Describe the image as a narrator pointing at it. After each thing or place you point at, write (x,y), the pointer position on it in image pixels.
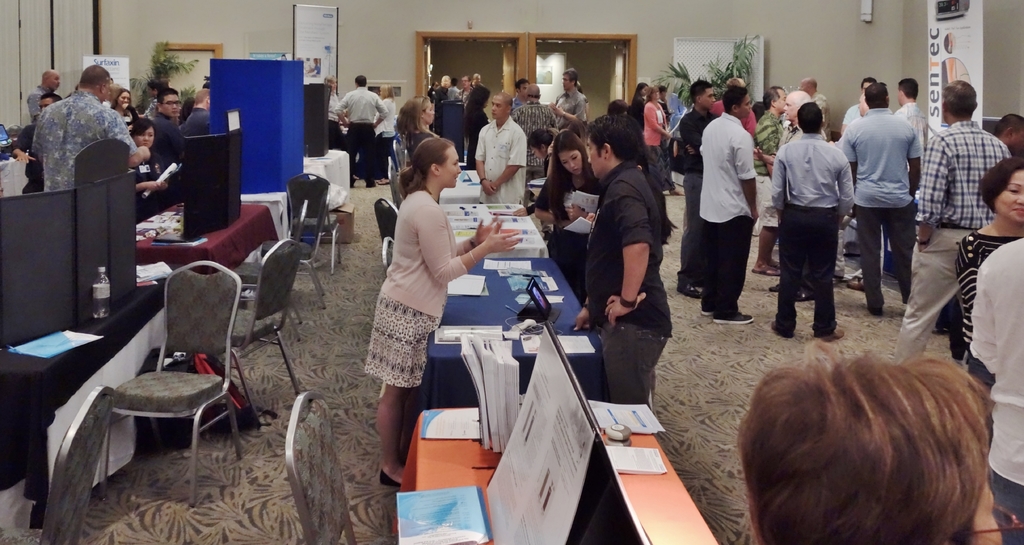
This picture describes about group of people (486,191) few are seated on the chair (171,272) and few are standing and we can find papers (150,229), bottle (101,281), books (485,365), mobile (539,304) on the table (490,293), and also we can find a plant (728,71) and hoardings (950,53).
